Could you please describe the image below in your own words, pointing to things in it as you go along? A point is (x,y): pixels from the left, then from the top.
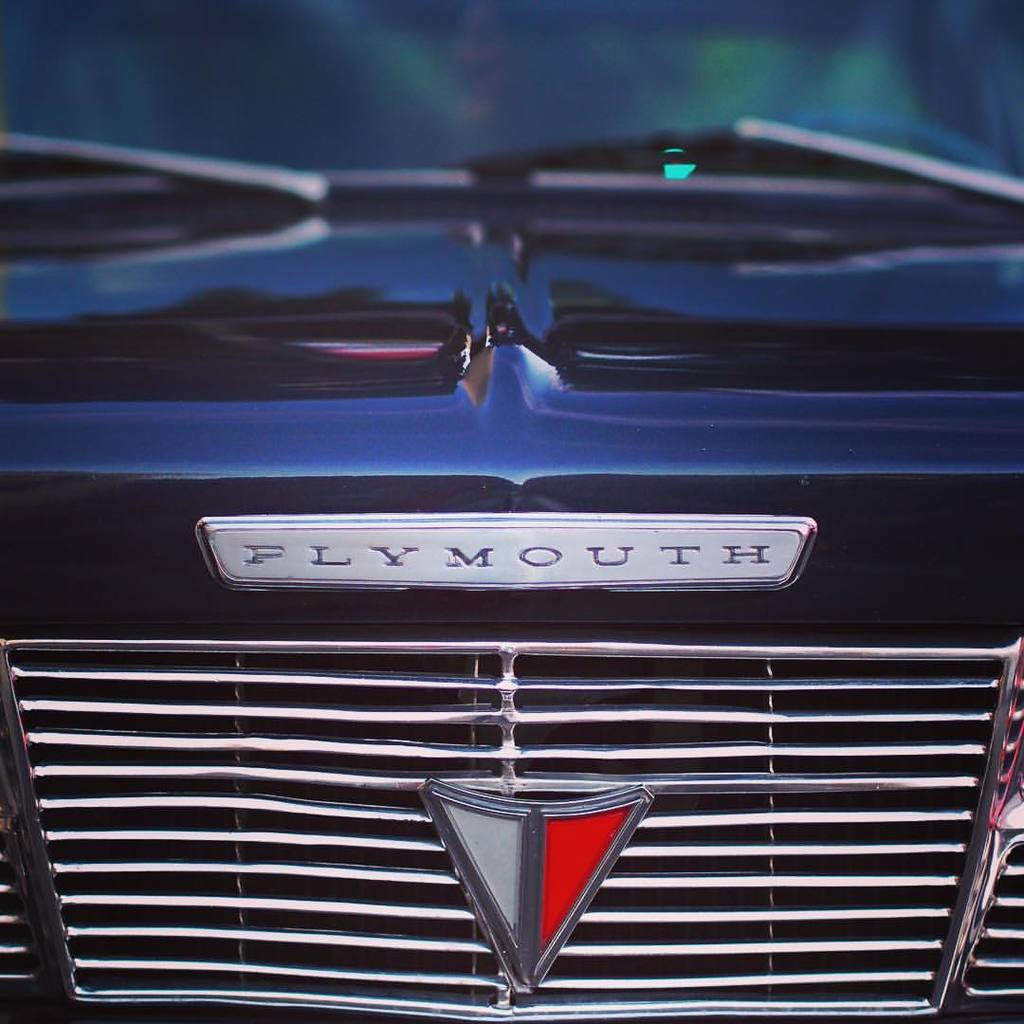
In this image we can see a vehicle (800,631) which is truncated. Here we can see a logo (549,940) and a board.
